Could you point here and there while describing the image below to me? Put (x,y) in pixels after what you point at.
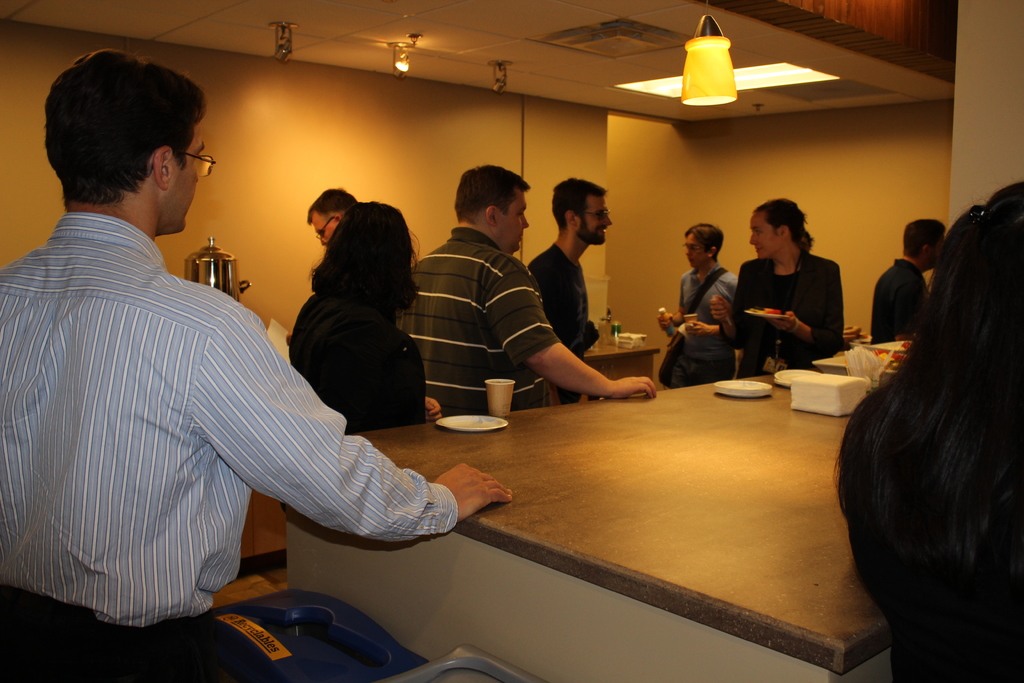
Here we see a group of people (777,213) standing and two of them are speaking to each other.
